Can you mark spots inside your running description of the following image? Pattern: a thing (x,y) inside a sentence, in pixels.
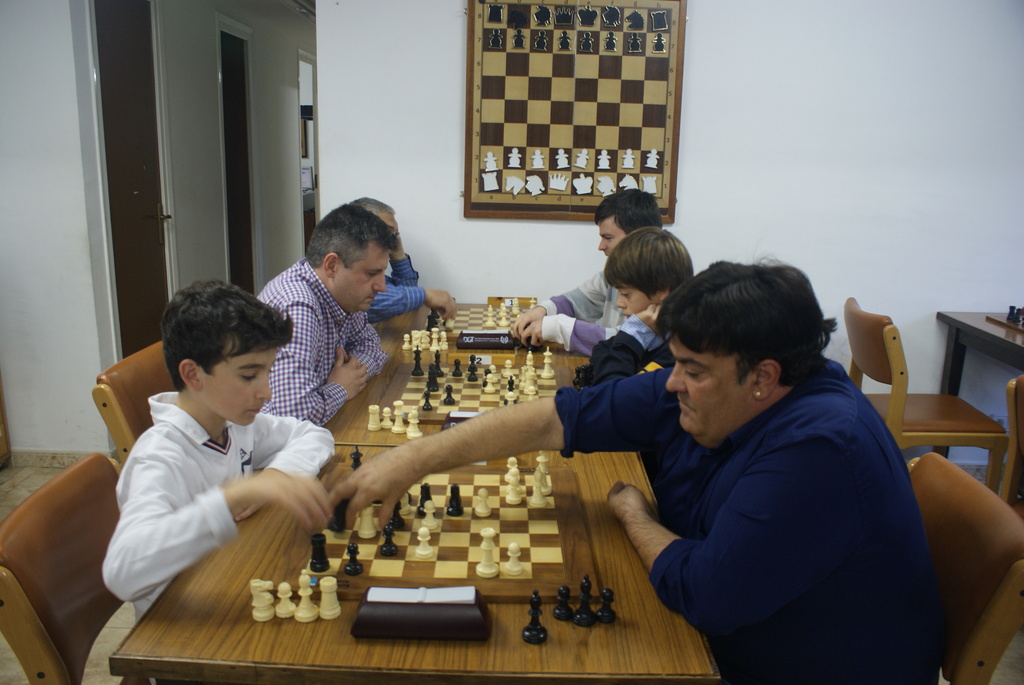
In the middle (493,387) there is a table (513,505) on the table (516,619) there are three chess boards (524,466) and many chess coins (491,318). On the right (731,525) three people (695,383) are playing chess. On the left (219,432) three people (288,342) are playing chess, there are sitting on chairs (114,430). In the middle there is a wall (925,385) and chess board poster (565,125). On the right (948,412) there is table (987,336) and chair (924,398). On the left (122,214) there is a door (142,178).
